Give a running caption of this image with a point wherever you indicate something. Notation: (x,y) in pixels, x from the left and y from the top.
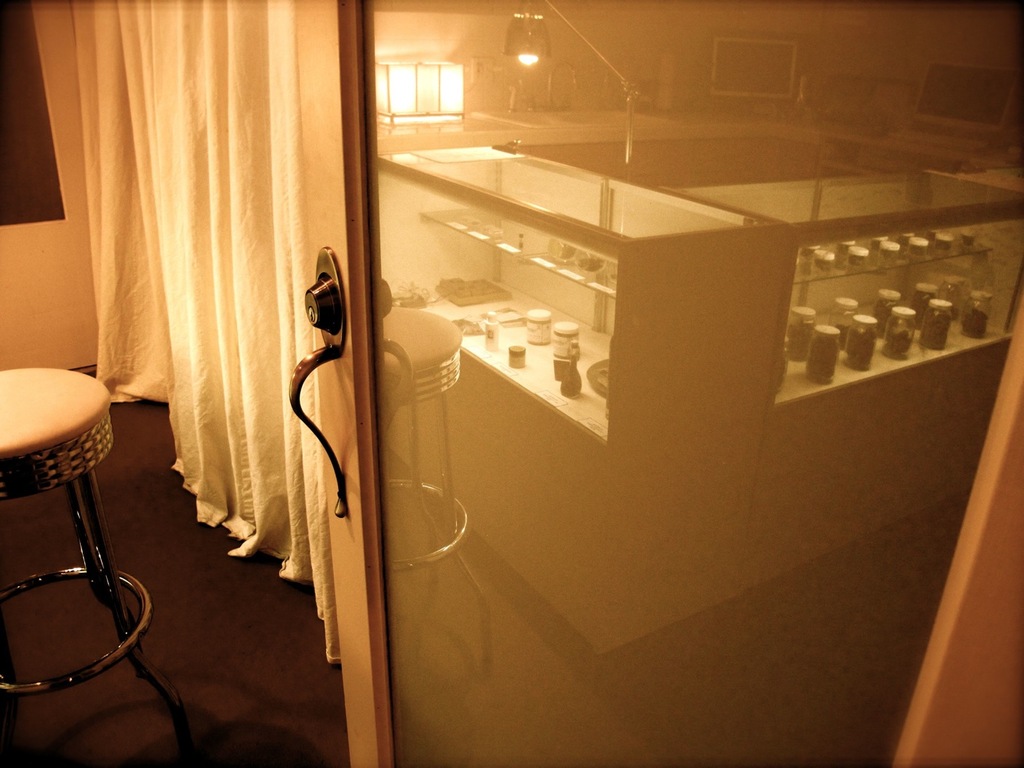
In this image we can see a stool (80,484) on the floor (175,625), curtain (198,410), wall (62,240), and a door (381,690). On the glass (530,460) we can see stool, glass boxes (696,246), bottles (805,326), monitors (959,100), lights (428,67), and other objects (745,128).
